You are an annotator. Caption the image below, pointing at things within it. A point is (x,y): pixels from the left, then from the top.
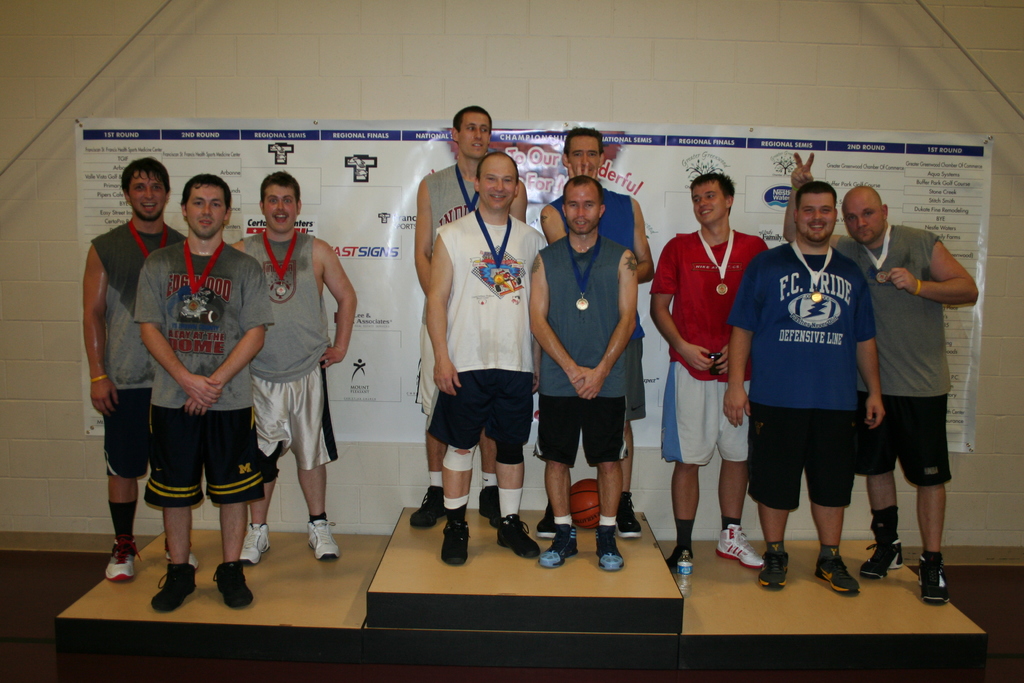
In this image there are group of people (574,389) standing and there is one ball (592,491), in the background (376,322) there is one board (835,188) on the wall (9,109). And on the right side (931,9) and left side (132,36) there are ropes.
